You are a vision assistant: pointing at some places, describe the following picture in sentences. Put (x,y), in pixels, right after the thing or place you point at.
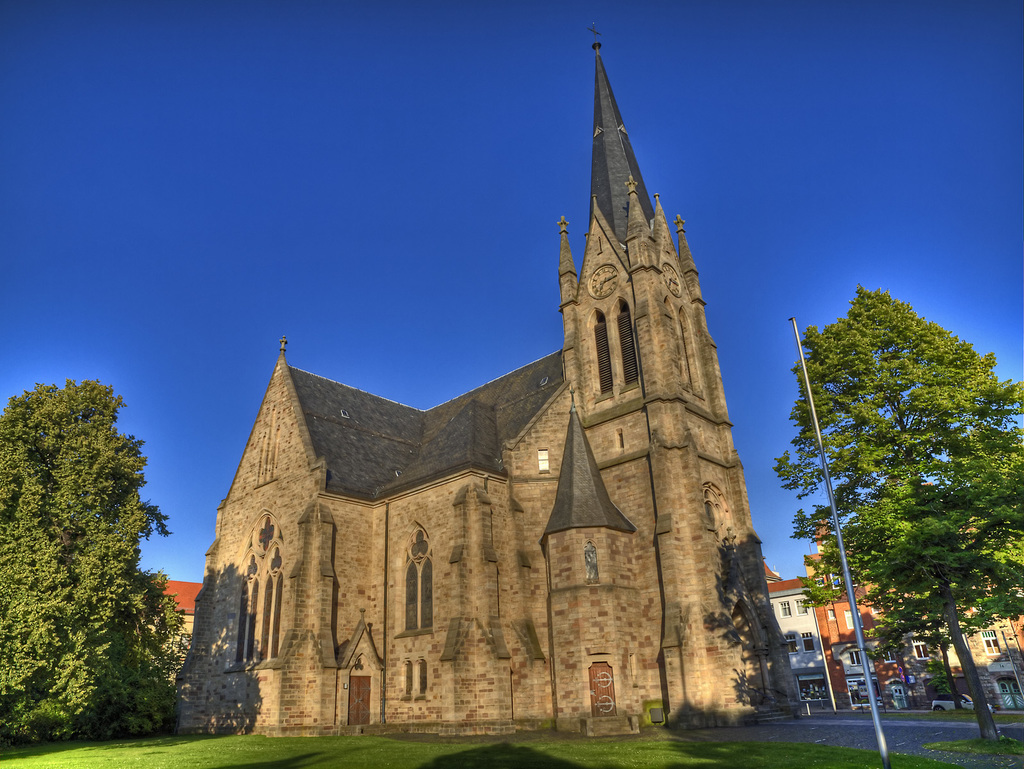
In this image in front (782,754) there is grass (601,745) on the surface (502,747). At the center (508,403) there is a church (513,562). In front of the church (791,713) there is a road (916,748). In the background (825,706) there are trees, street lights (874,711), buildings (870,623) and sky (825,196).
